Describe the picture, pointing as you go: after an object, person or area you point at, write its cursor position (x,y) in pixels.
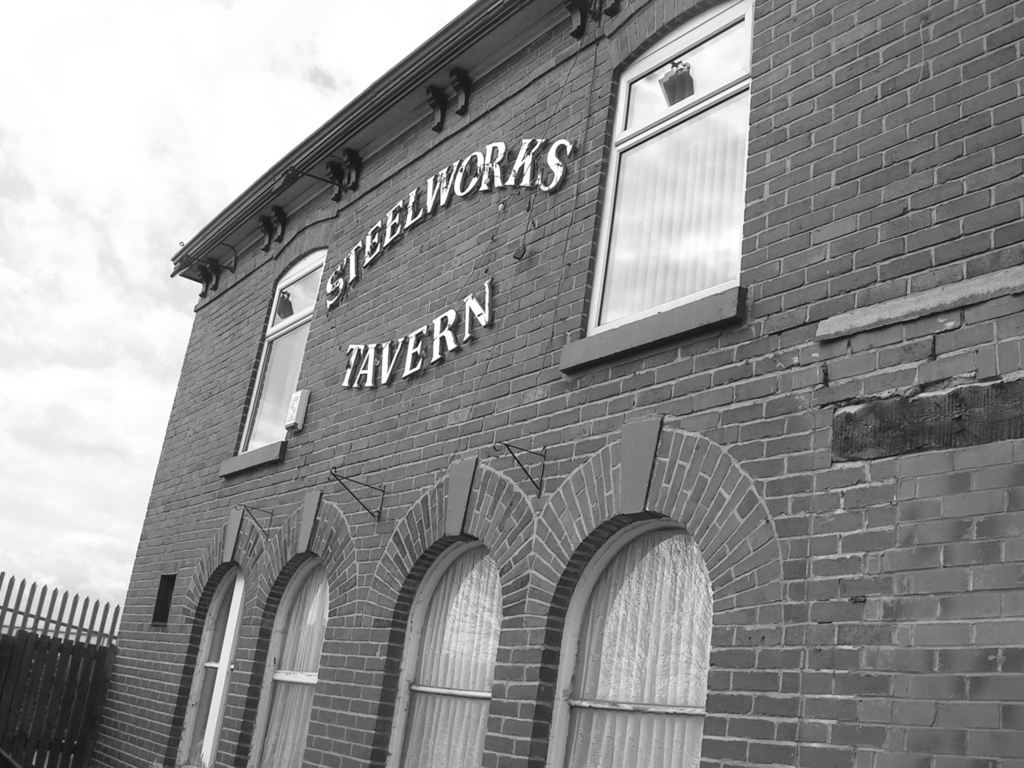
In this picture we can see arches (282,251), curtains (709,243), glass objects (721,247), windows (302,262) and a few things (557,187) on the building (283,588). We can see a fence (61,761) and the cloudy sky (115,355).
